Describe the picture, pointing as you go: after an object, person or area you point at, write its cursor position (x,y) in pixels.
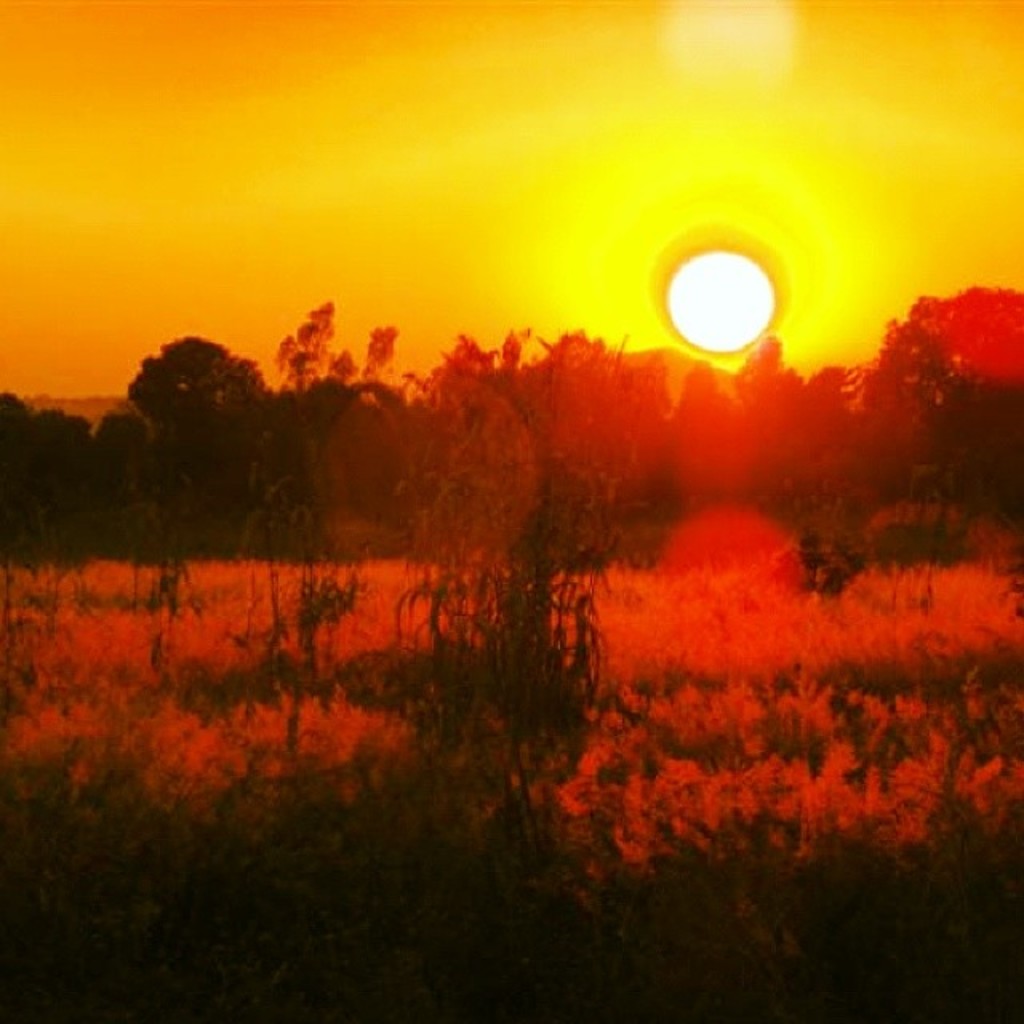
In this picture I can see trees (64,505) and I can see sun (685,281) in the sky (718,184) and looks like few plants (298,761) on the ground (607,770).
